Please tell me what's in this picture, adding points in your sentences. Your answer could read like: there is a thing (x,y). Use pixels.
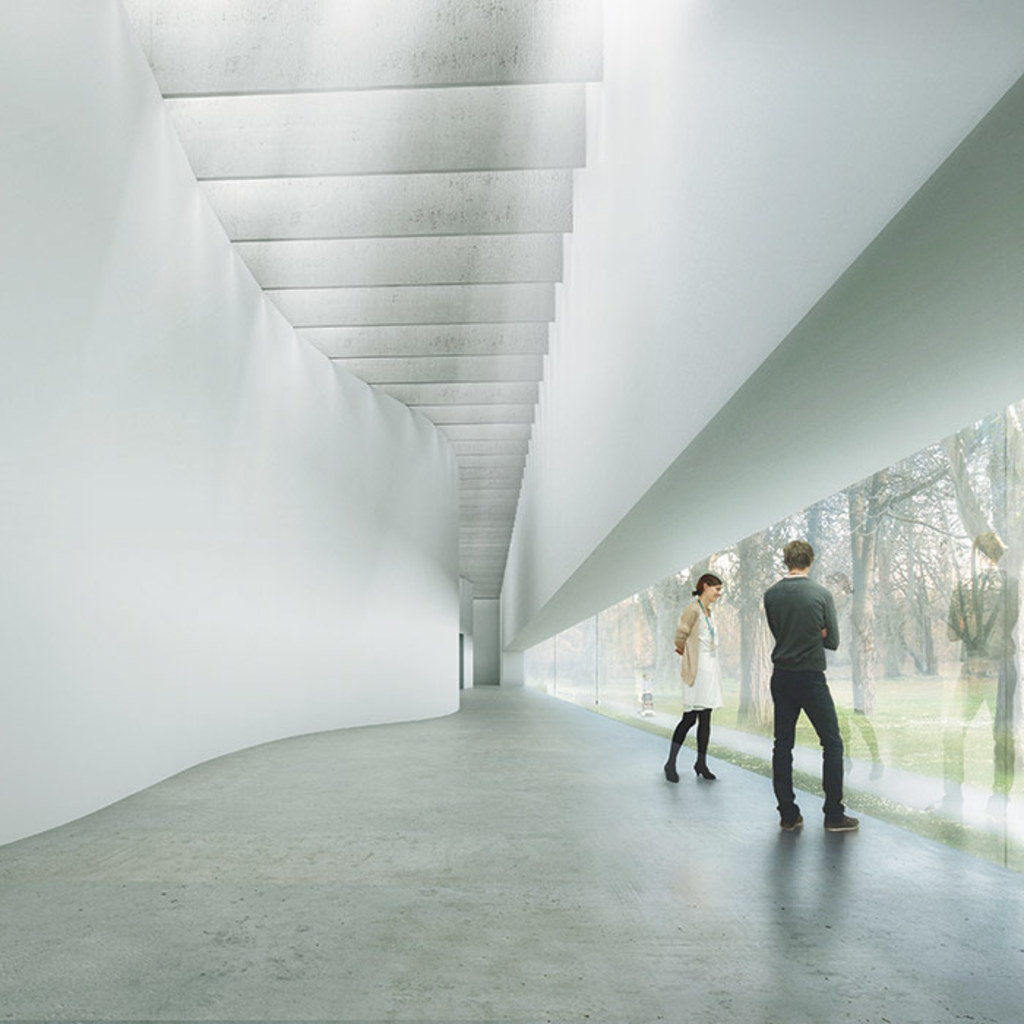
In this image we can see a man (817,704) and woman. On the right side (876,563) there is glass wall (585,629). Through that we can see trees (844,569). On the left side (182,573) there is a wall (182,573).
